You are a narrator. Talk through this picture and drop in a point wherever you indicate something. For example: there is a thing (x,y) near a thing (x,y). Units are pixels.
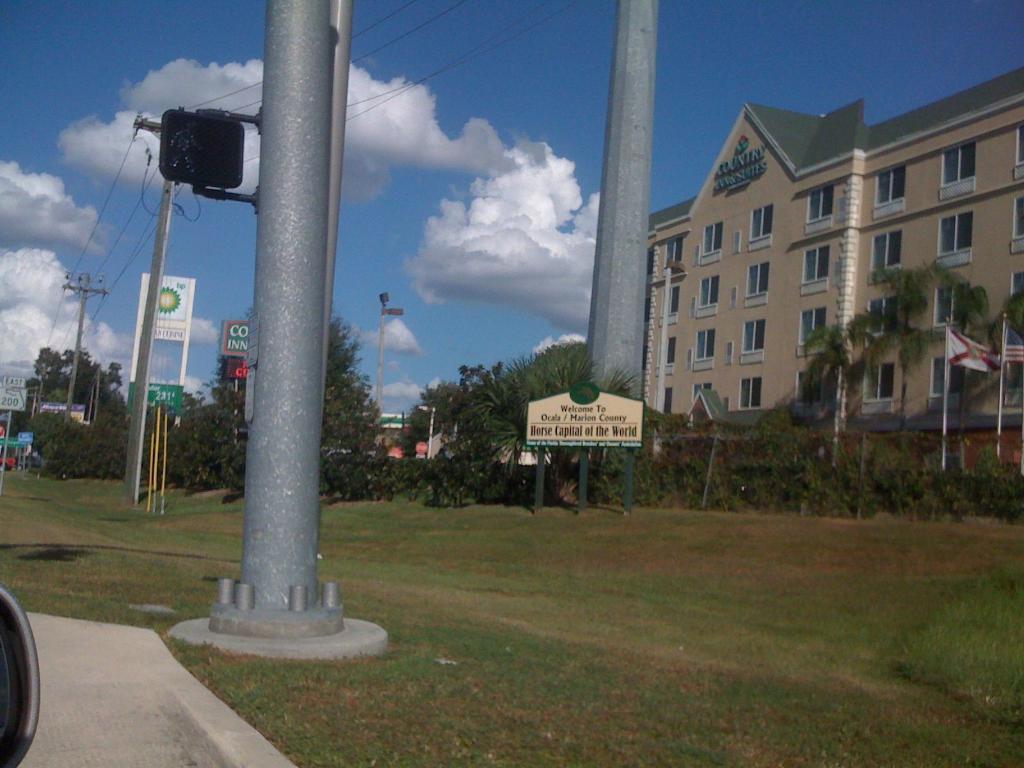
In this image I can see an open grass ground (221,573) and on it I can see number of poles (131,460), number of boards (58,416), few wires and on these boards (622,410) I can see something is written. In the background (67,367) I can see few buildings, clouds (563,301) and the sky (137,43). On the right side of this image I can see few flags (1009,358) and on the bottom left side (10,684) I can see a black colour thing (6,604).
